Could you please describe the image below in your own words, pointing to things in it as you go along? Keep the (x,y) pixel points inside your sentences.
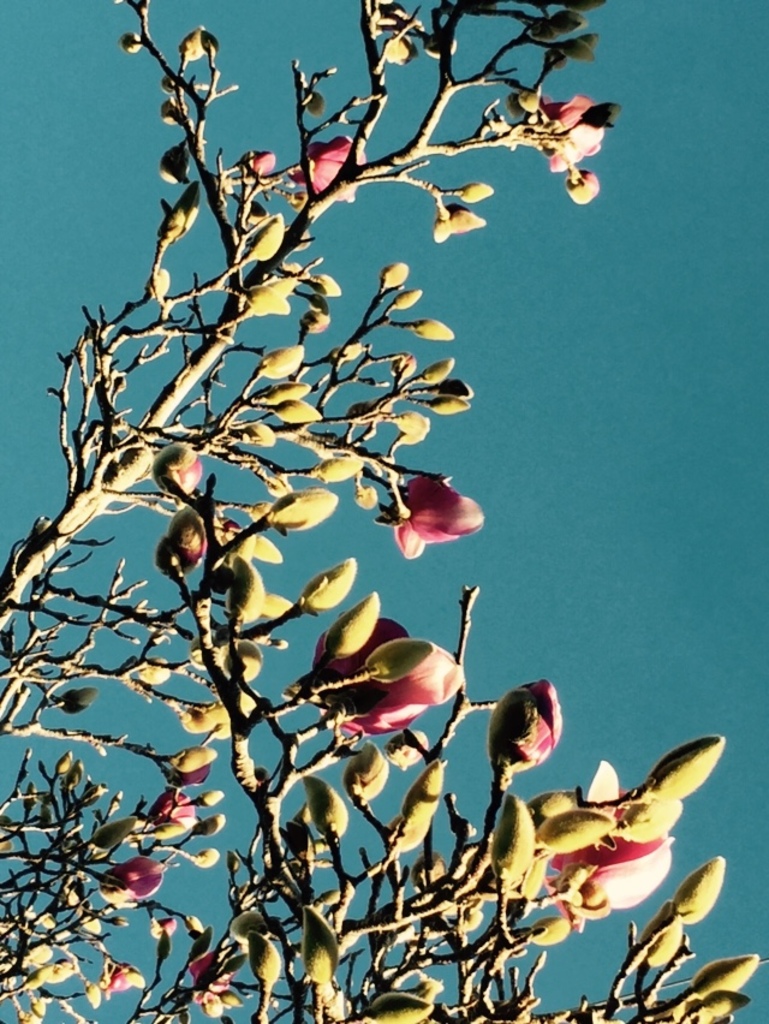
In this image there is a tree (213,752) and we can see flowers (349,670) and buds (389,645). In the background (571,482) there is sky (602,343).
